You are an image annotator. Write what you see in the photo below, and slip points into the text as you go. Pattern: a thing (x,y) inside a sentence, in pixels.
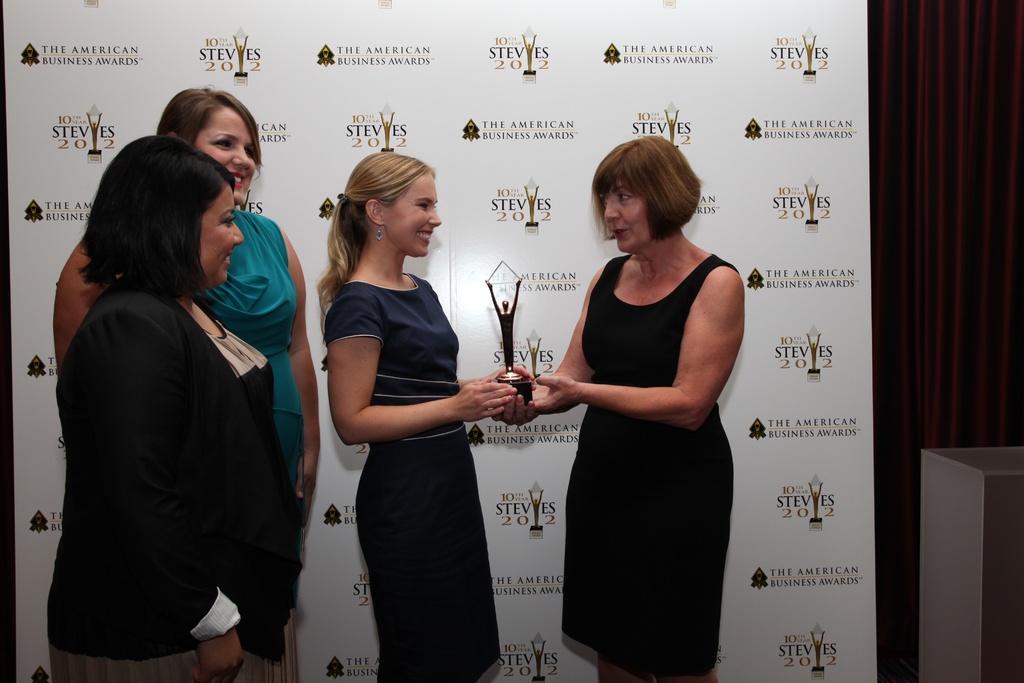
In the image we can see four women (367,457) standing, they are wearing clothes (239,529). This is a trophy (508,344), ear stud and a poster (434,88).
